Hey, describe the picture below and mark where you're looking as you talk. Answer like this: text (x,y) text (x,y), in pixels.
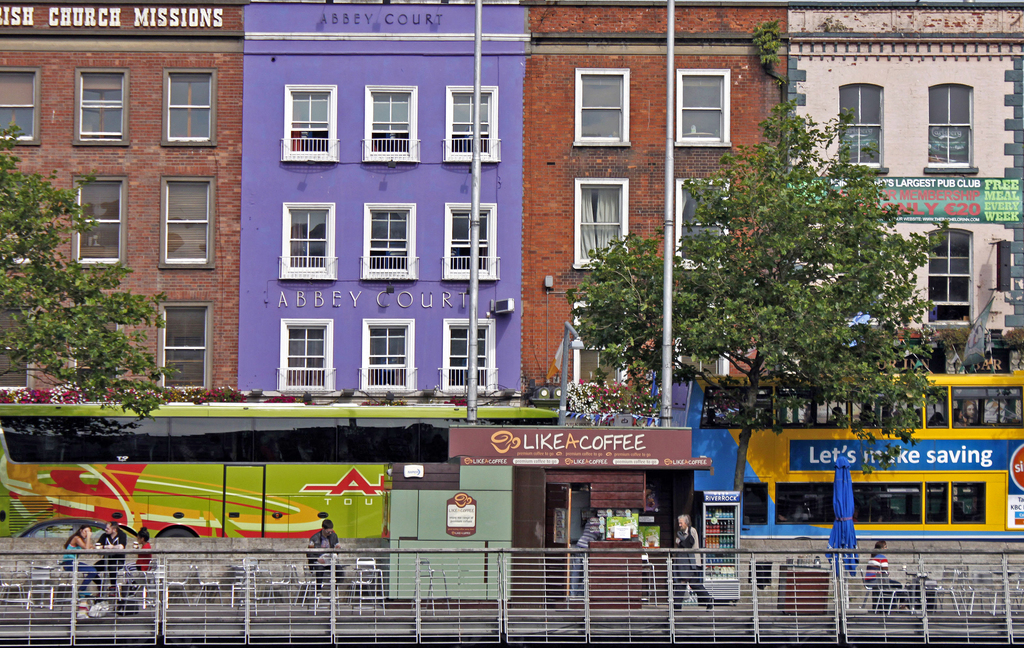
In this image there are buildings (583,123), poles (566,371), trees (601,333), chairs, vehicles (987,448), boards (793,451), people (577,564) and objects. There is a store (456,574), fridge (735,581) and railing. In that fridge (721,510) there are bottles (723,539). Something is written on the boards (972,452) and buildings (375,196). Few people (83,543) are sitting on chairs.
